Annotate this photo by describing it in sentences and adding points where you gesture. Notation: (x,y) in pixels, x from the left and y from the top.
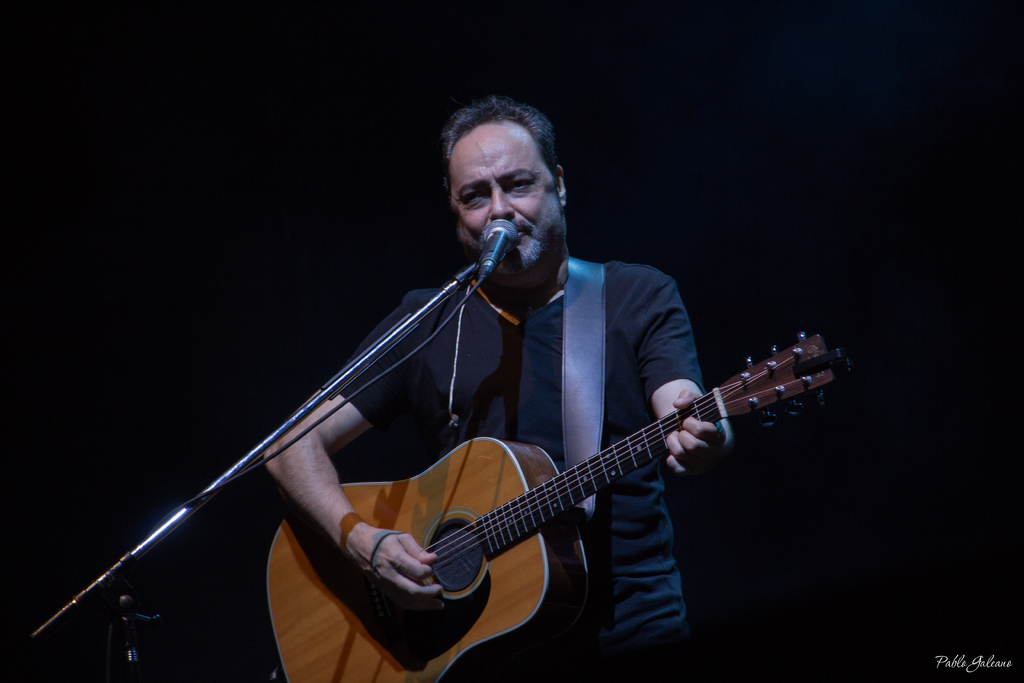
This is a picture of a man (503,430) in black t shirt (510,410) holding a guitar (469,472) and singing a song in front of the man (530,196) there is a microphone (490,228) with stand (230,468). Behind the man (511,396) is in black.
